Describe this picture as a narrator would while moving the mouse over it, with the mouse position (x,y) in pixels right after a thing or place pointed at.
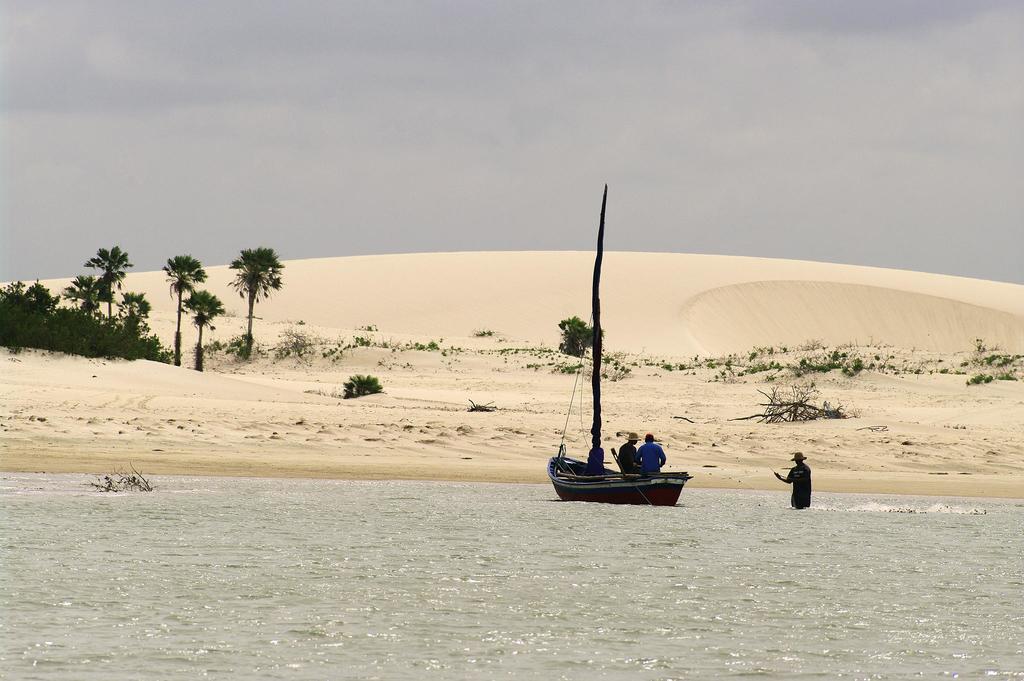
In this image at the bottom (671,548) there is one lake (713,507), in the lake (884,513) there is one ship (622,483) and in the ship (585,483) there are some persons (654,465) and in the lake (815,491) there is another person (800,462). In the background (517,318) there is some sand (469,343) and tree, grass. At the top of the image (246,179) there is sky (471,183).
